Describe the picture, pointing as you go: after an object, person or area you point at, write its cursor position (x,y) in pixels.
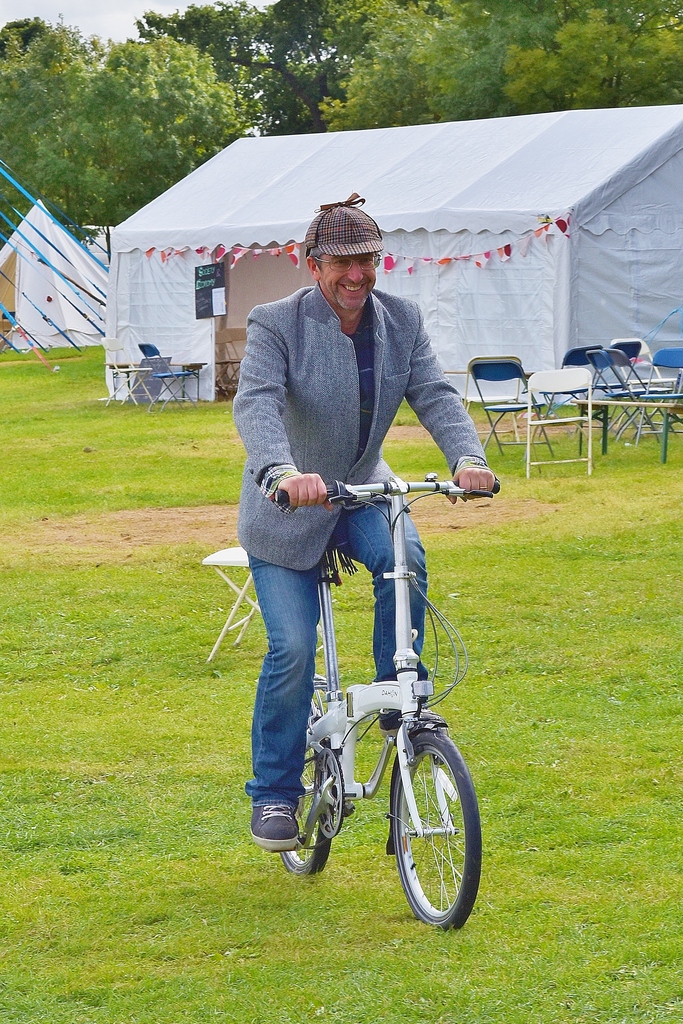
In this image on the ground (486,724) there is a person (430,394) sitting on bi-cycle (421,715), behind the person (275,571) there is a tent (668,146), in front of tent (606,344) there are some chairs (641,381), at the top (143,146) there is the sky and trees (416,34).
